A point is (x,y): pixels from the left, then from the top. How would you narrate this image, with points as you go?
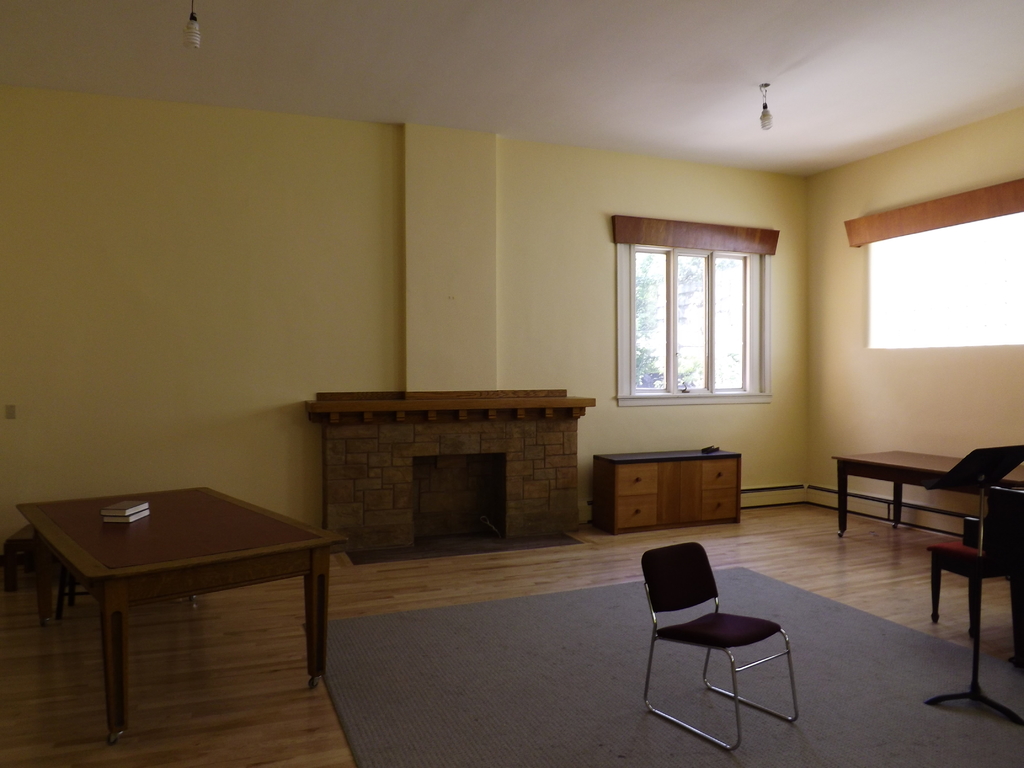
This is inside of the room (436,593). We can see table (148,532), chair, cupboard (661,465), floor (825,556). On the table (125,532) we can see books (140,519). This is wall (487,261). On the top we can see lights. This is glass window (707,358). From this glass window (666,324) we can see trees (640,288).
